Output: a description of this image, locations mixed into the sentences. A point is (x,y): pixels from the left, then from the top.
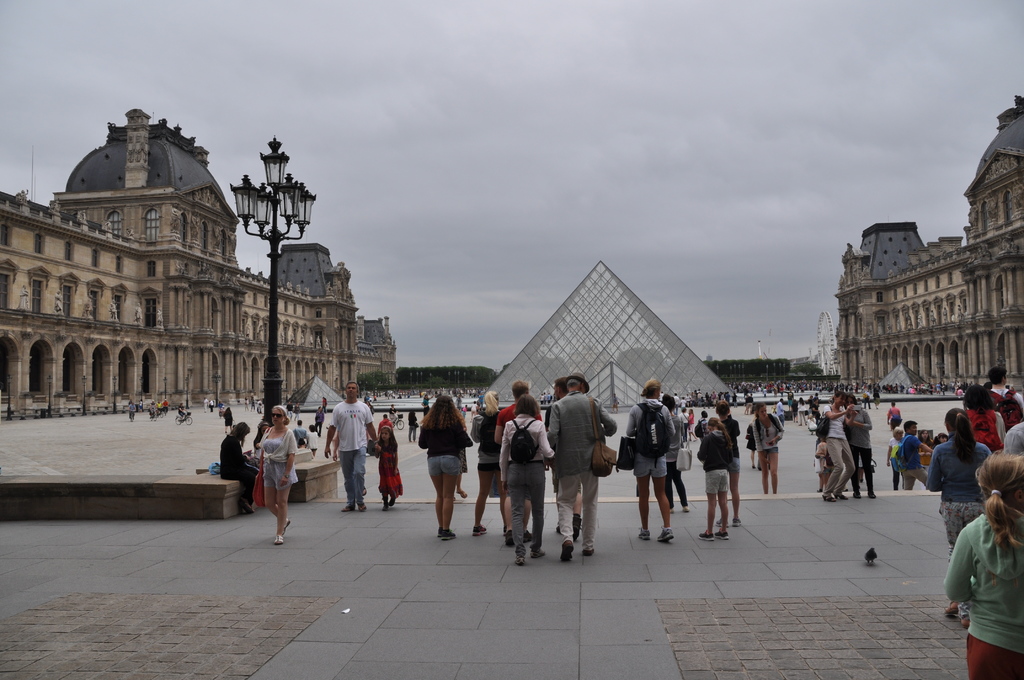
This is an outside view. Here I can see a crowd of people (968,537) walking and standing on the ground (499,558). On the left side (273,272) there is a pole (273,217) and one person (250,455) is sitting. In the background (307,323) there are many trees (478,379), buildings (997,334) and a structure (577,365). At the top of the image (579,96) I can see the sky (432,132). On the right-side there is giant-wheel (833,365) and a shed (896,377).
